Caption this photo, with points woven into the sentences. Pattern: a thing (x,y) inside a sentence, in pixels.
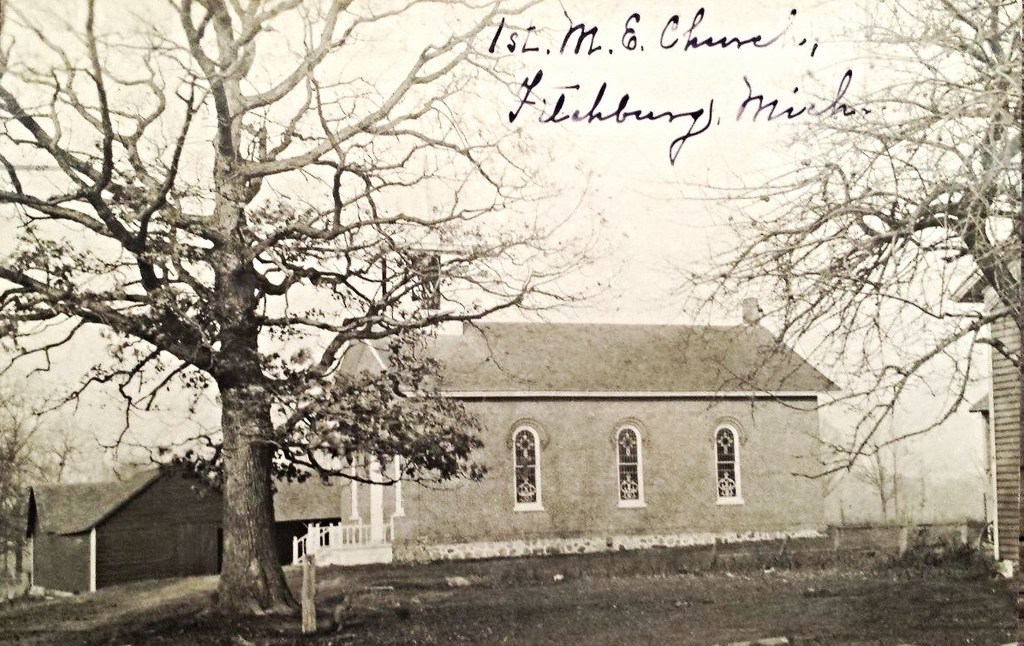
In this picture I can observe houses (504,486). There are trees (228,286) on either sides of this picture. I can observe some text (606,104) on the image. In the background (645,235) there is a sky (698,223).
